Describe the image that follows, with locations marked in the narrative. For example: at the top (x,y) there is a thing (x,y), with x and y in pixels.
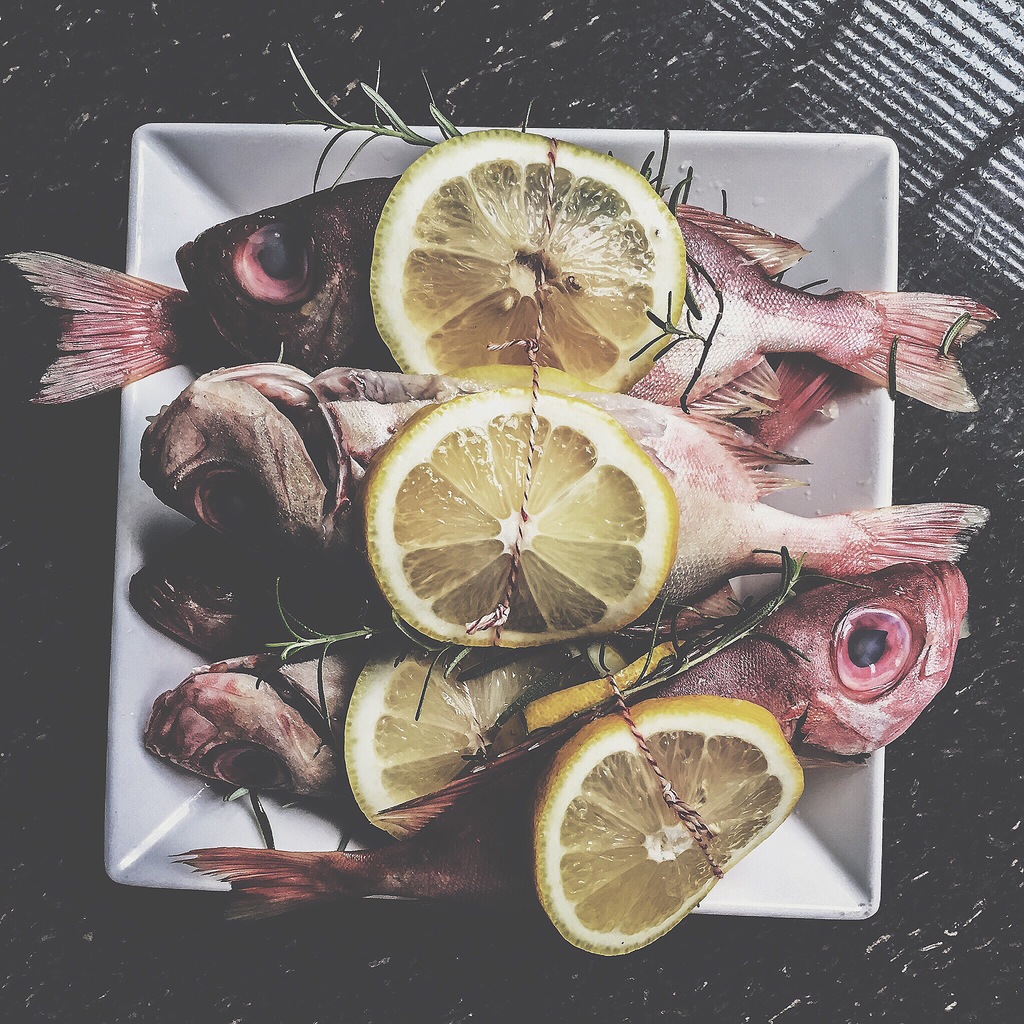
In this image I can see fishes (373,424) and few lemons (533,334) in the plate (131,624) and the plate (155,660) is in white color.
